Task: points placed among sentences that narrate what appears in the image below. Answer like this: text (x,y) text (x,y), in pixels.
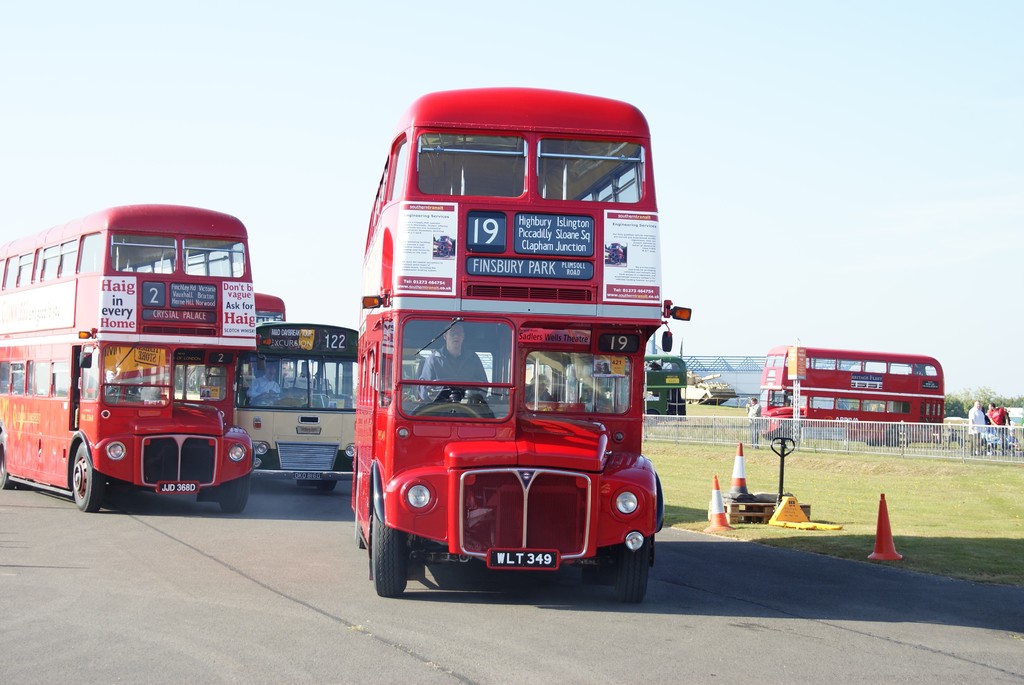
This image is taken outdoors. At the top of the image (415,95) there is a sky (872,110). At the bottom of the image (372,619) there is a road (482,623). In the middle of the image (379,374) a few buses (367,376) are moving on the road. On the right side of the image (948,560) there is a ground (927,546) with grass (955,541) on it. There are a few safety cones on the ground (905,560). There is a railing (846,437) and two buses (818,394) are parked on the ground (901,538). In the background (968,400) there are a few trees (958,401) and a few people (981,426) are standing on the road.
